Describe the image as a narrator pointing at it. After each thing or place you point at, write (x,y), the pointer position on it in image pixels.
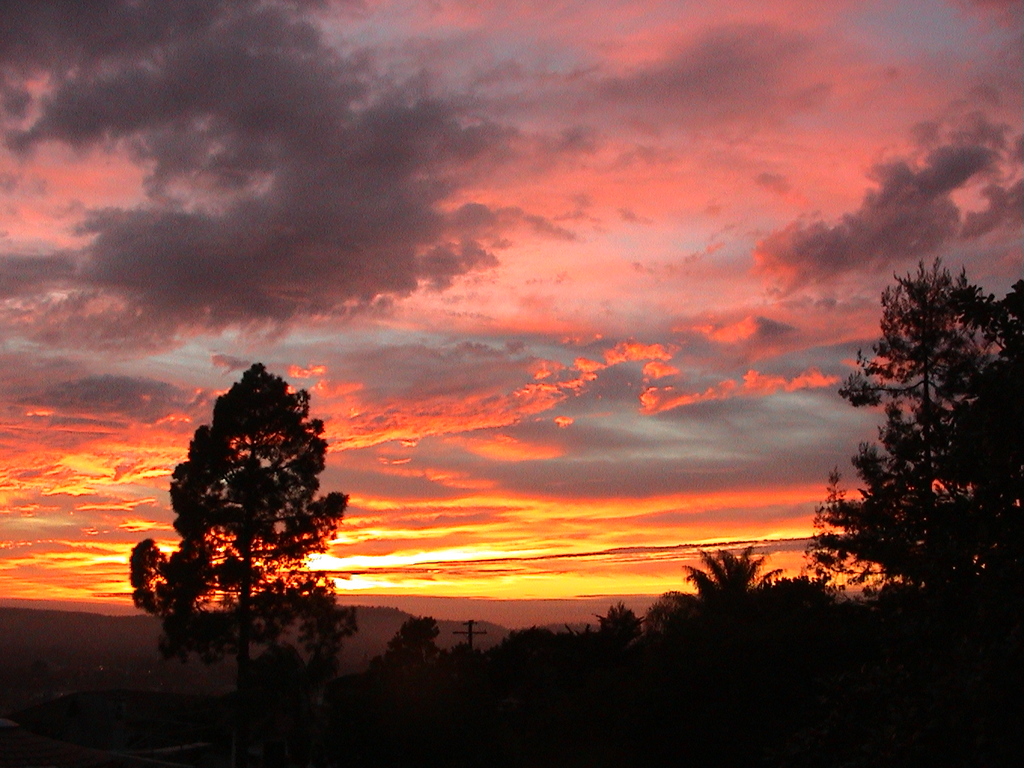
In this picture I can see trees (534,664) and a pole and I can see a cloudy sky (475,454) and sunlight (541,591).
